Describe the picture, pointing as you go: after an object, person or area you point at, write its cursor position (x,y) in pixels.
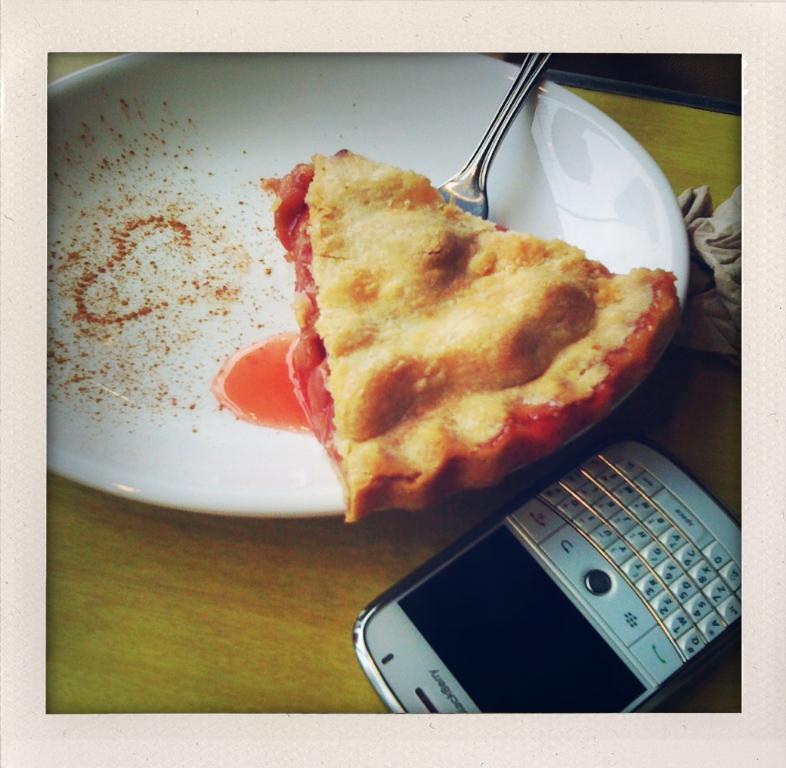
In this picture I can see there is some food (389,282) placed in the plate (507,190) and there is a fork (483,171) and there is a phone (561,623) placed on the wooden table (185,630).
